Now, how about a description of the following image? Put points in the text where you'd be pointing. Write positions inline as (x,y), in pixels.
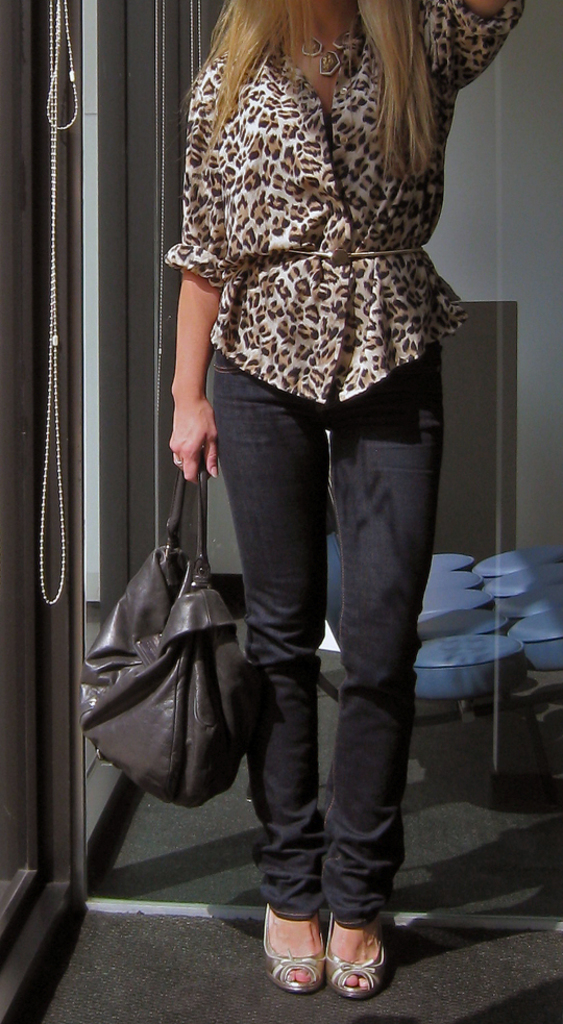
In this picture we can see woman (418,452) standing carrying bag (213,628) in one hand (172,451) and in background (63,192) we can see window (83,268), seats (515,593).
